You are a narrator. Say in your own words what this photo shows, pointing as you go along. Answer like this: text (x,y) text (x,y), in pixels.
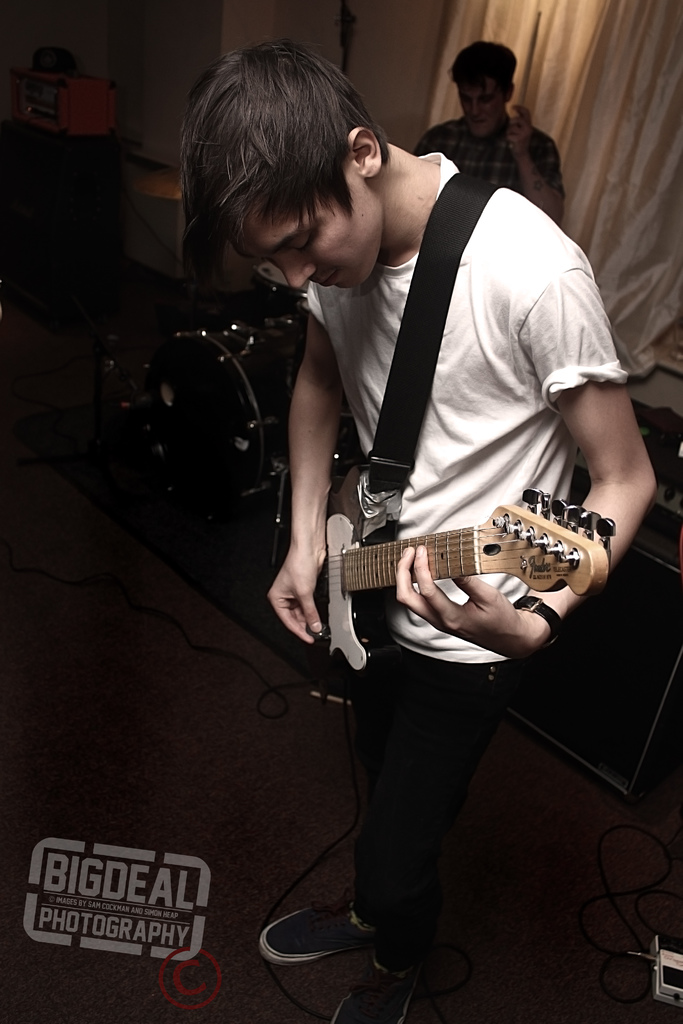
In the center (416,419) we can see one person (490,674) standing and holding guitar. In the background (450,122) there is a wall (270,31), curtain (569,162) and one person's (521,160) standing and few musical instruments (236,403).
